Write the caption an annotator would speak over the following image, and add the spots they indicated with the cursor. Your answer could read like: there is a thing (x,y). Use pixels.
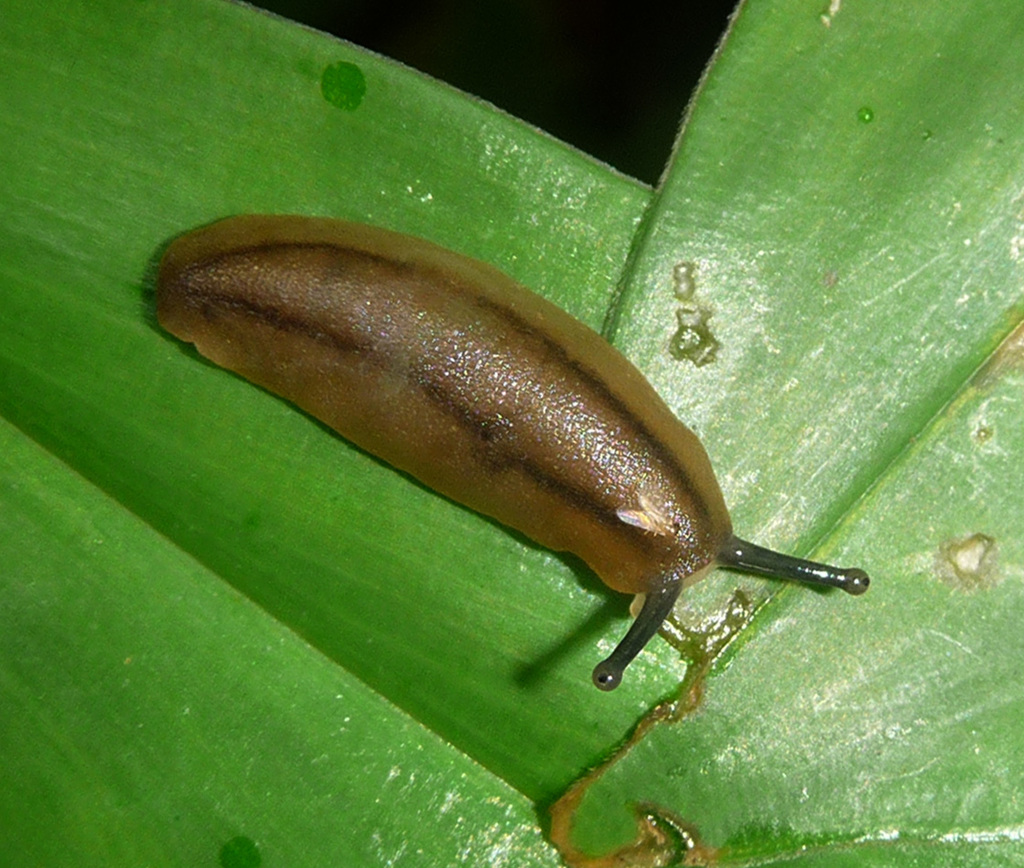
In this image, we can see a snail (615,462) on the green leaf (887,344). Here we can see a black color.
